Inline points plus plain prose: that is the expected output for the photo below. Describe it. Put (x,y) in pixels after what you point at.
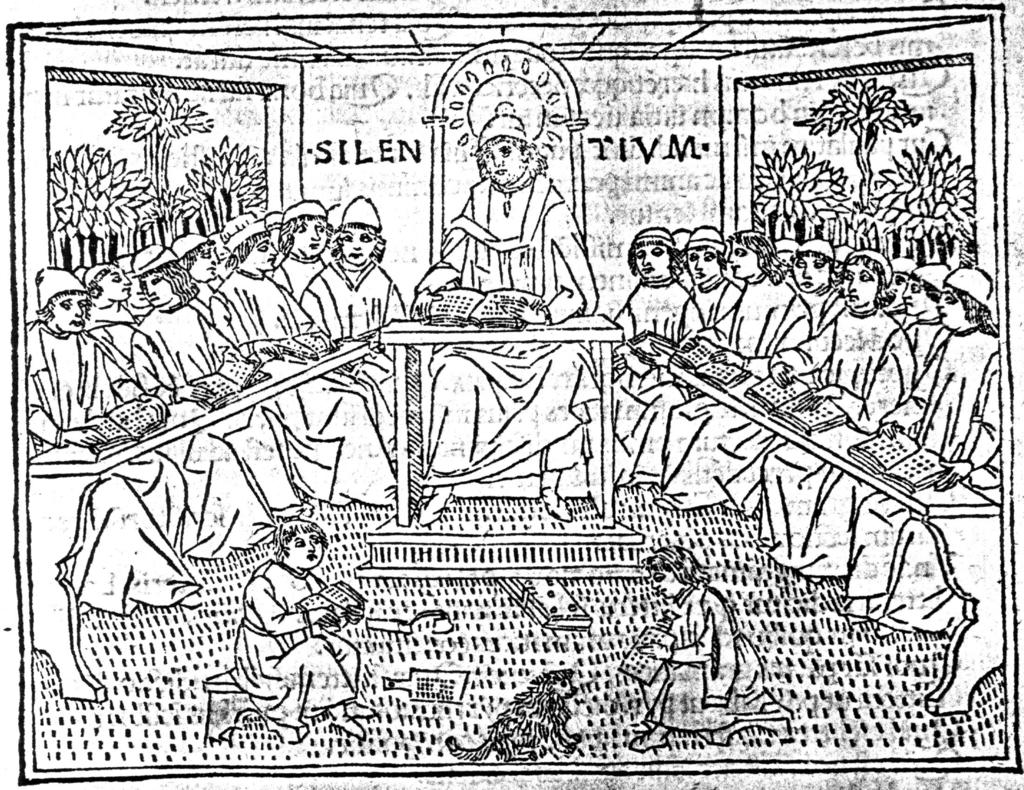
In this image it is a sketch. There are two people (730,661) sitting. There is a table (401,399) and a person (533,185) sitting in the middle (465,391) and holds a book (452,322). There are other people (362,292) sitting on the both sides. There are trees (961,232) in the background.
